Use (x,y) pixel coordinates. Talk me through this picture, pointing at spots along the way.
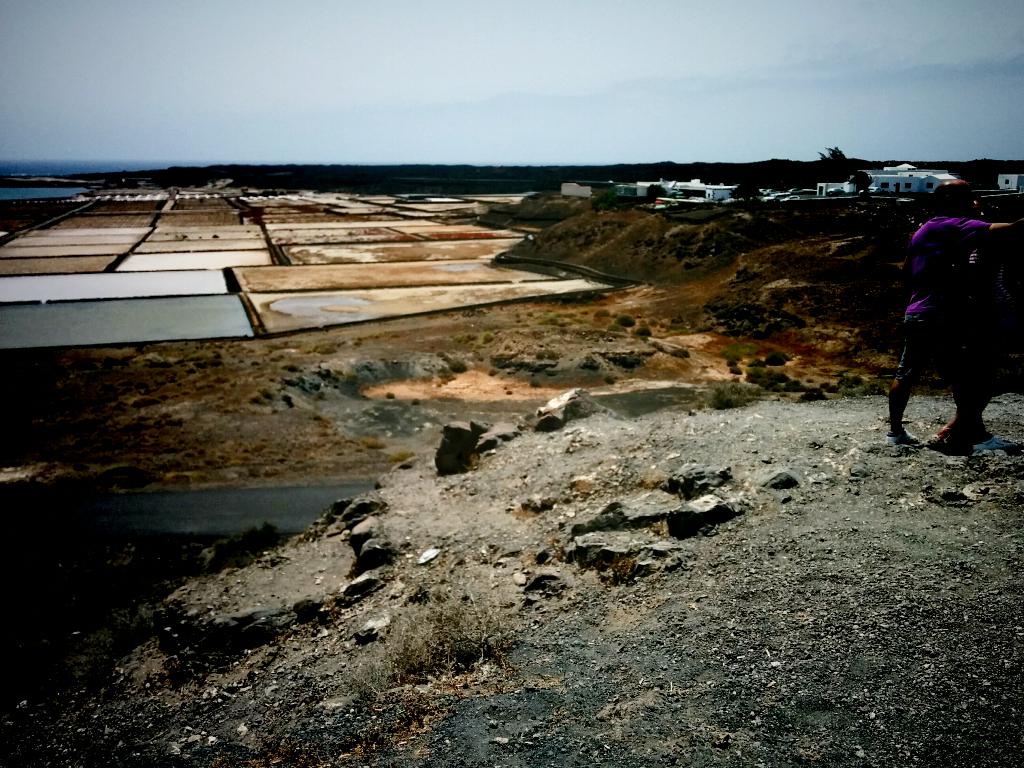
In this image, we can see persons (930,293) on the hill (722,491). There are shelter houses (824,190) in the top right of the image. There is a sky (493,66) at the top of the image (483,136).
